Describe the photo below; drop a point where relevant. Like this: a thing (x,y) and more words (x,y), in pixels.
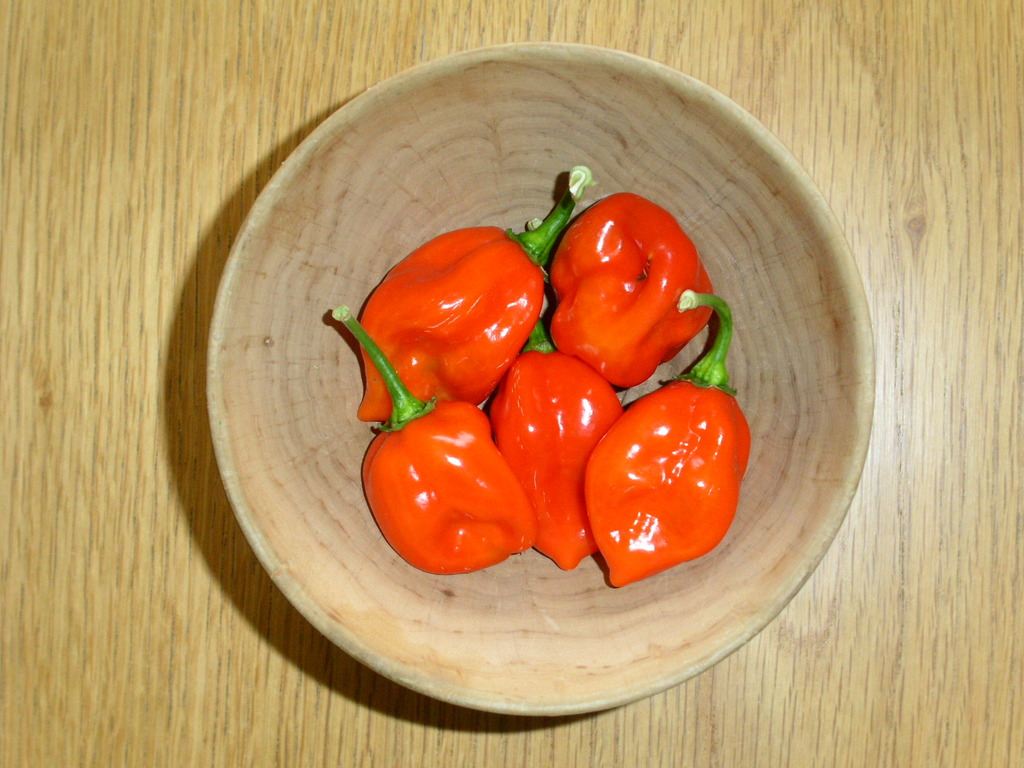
In this image we can see red chilies (554,449) in a bowl (507,651). The bowl (483,670) is on the wooden surface (153,99).
